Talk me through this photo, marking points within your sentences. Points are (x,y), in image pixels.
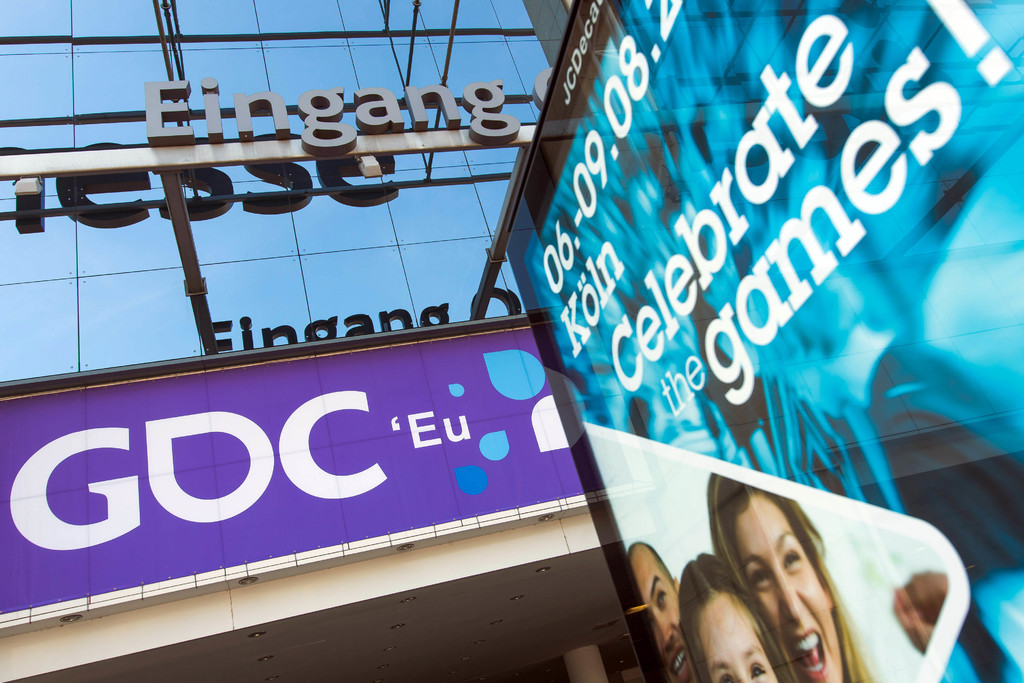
In the picture we can see a building wall (17,308) with full of glasses (139,331) and a name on it EINGANG and near to it, we can see a hoarding (966,256) with some advertisement (720,560) on it.
